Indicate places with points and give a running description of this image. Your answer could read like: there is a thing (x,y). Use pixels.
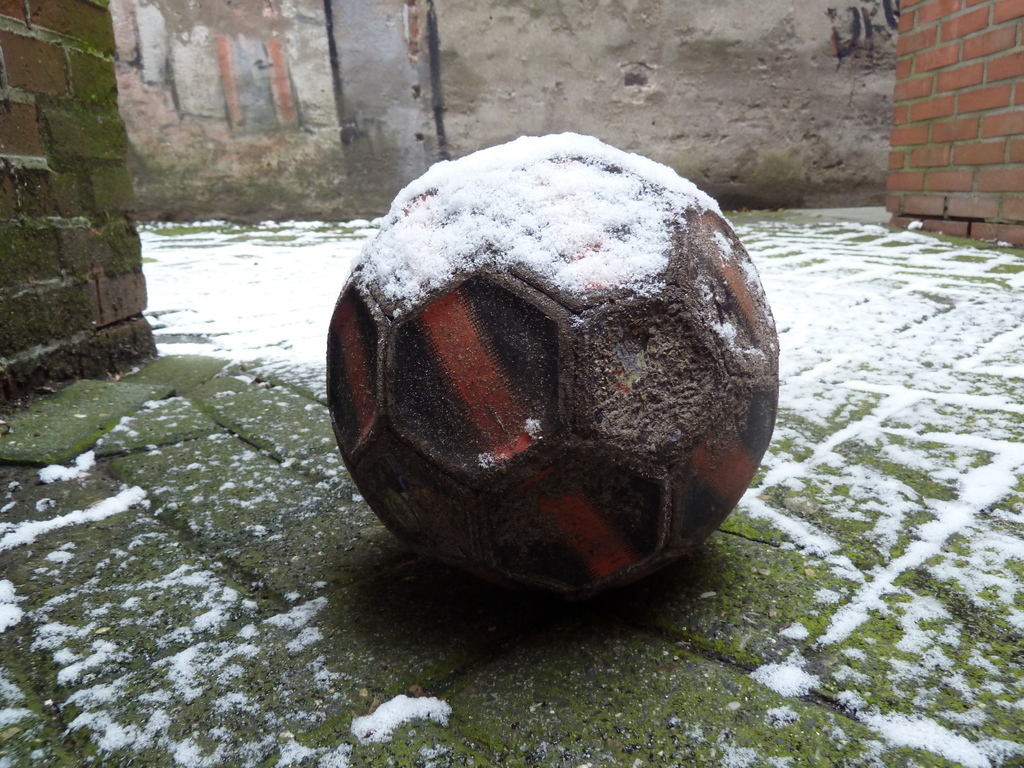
In this picture there is a ball (698,427) in the center of the image (623,297), on which there is snow (527,232).
